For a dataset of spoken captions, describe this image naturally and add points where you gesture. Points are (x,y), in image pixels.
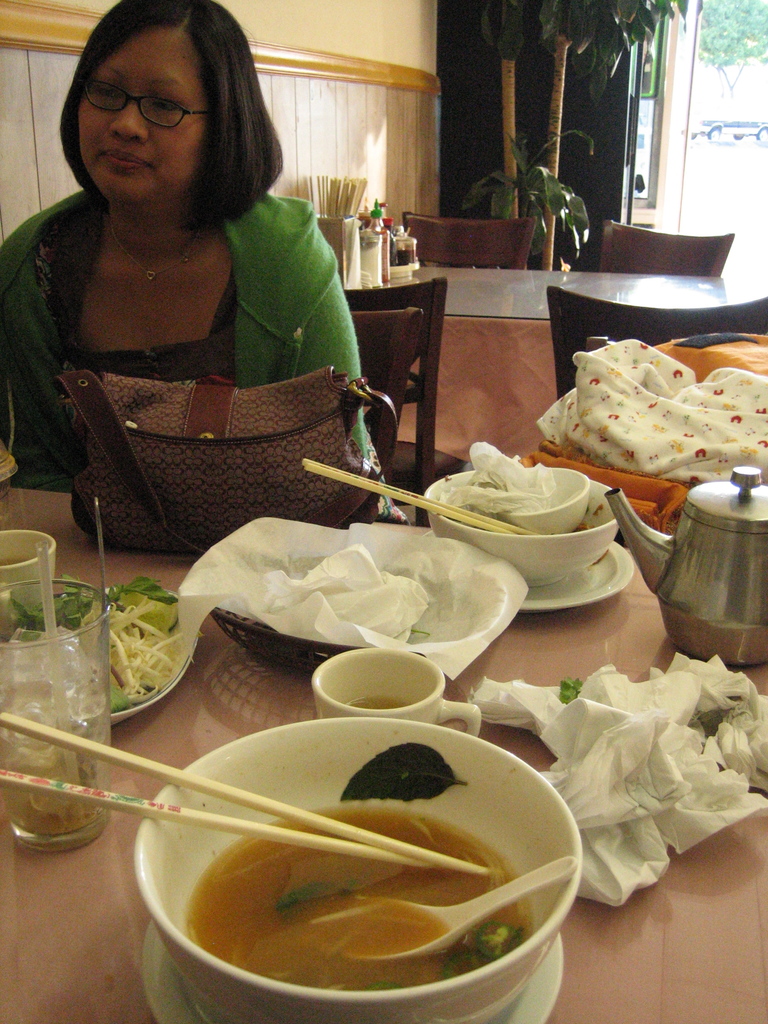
In the image we can see one person (249,257) sitting on the chair (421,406) around the table (233,676), on table (171,707) we can see food items (206,927). In the background (350,115) there is a wall (428,31).
